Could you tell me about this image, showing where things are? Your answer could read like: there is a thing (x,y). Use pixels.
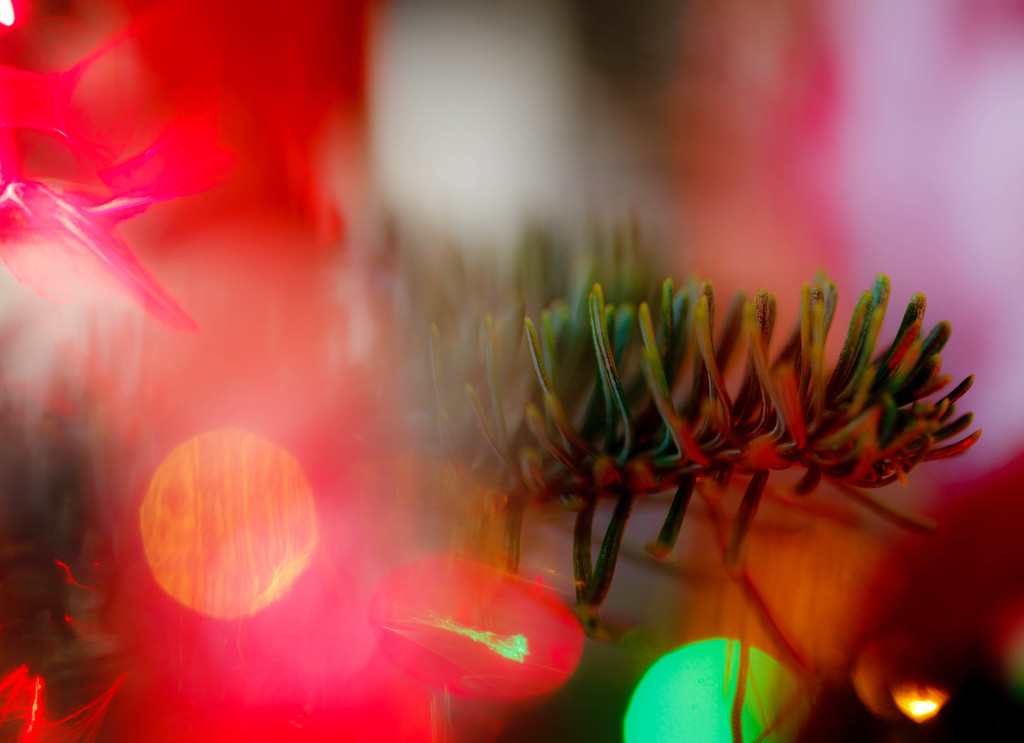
In this picture we can see few lights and blurry background (458,225).
